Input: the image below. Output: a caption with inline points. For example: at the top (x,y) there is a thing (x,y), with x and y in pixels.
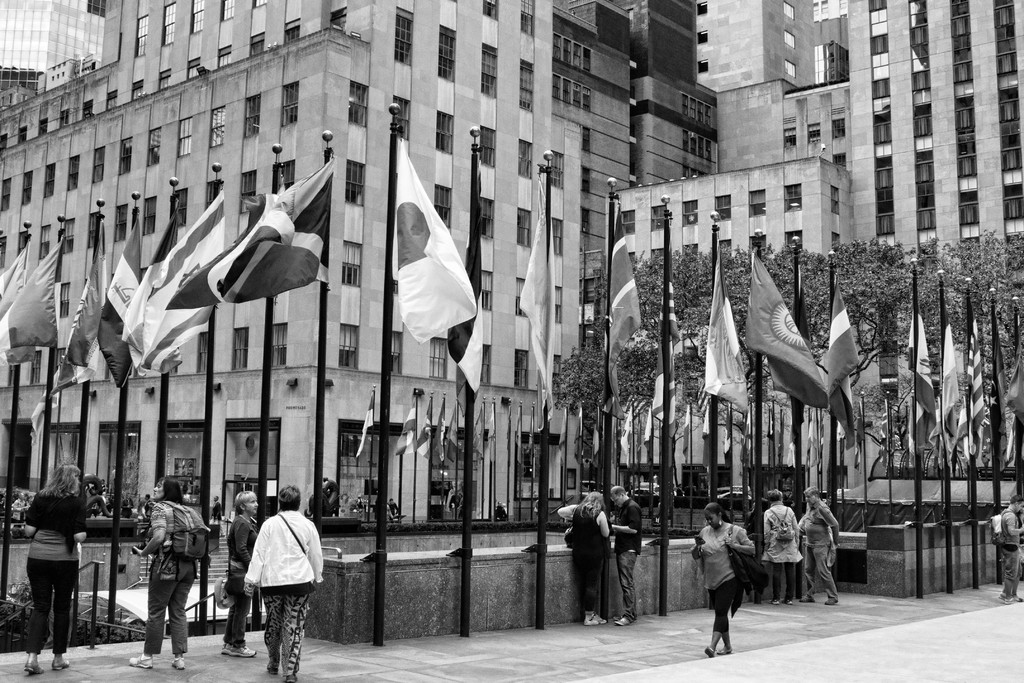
In this picture I can see buildings (226,77), trees (727,259), few people (25,527) walking and few are standing. I can see flags (146,327) to the poles (1019,451) and few are wearing bags (287,527).
